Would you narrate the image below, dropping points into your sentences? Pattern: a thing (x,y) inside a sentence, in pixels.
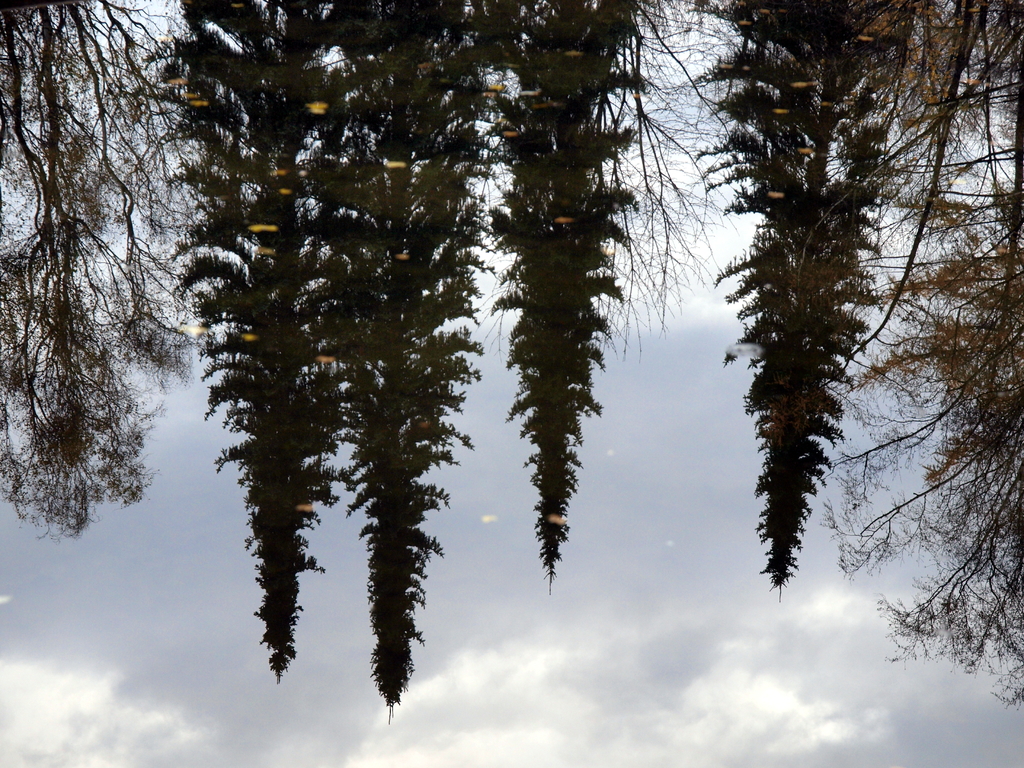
On the top of the image (773,181) there are trees (555,364). In the background (757,679) there is sky (572,704) with clouds (674,686).
